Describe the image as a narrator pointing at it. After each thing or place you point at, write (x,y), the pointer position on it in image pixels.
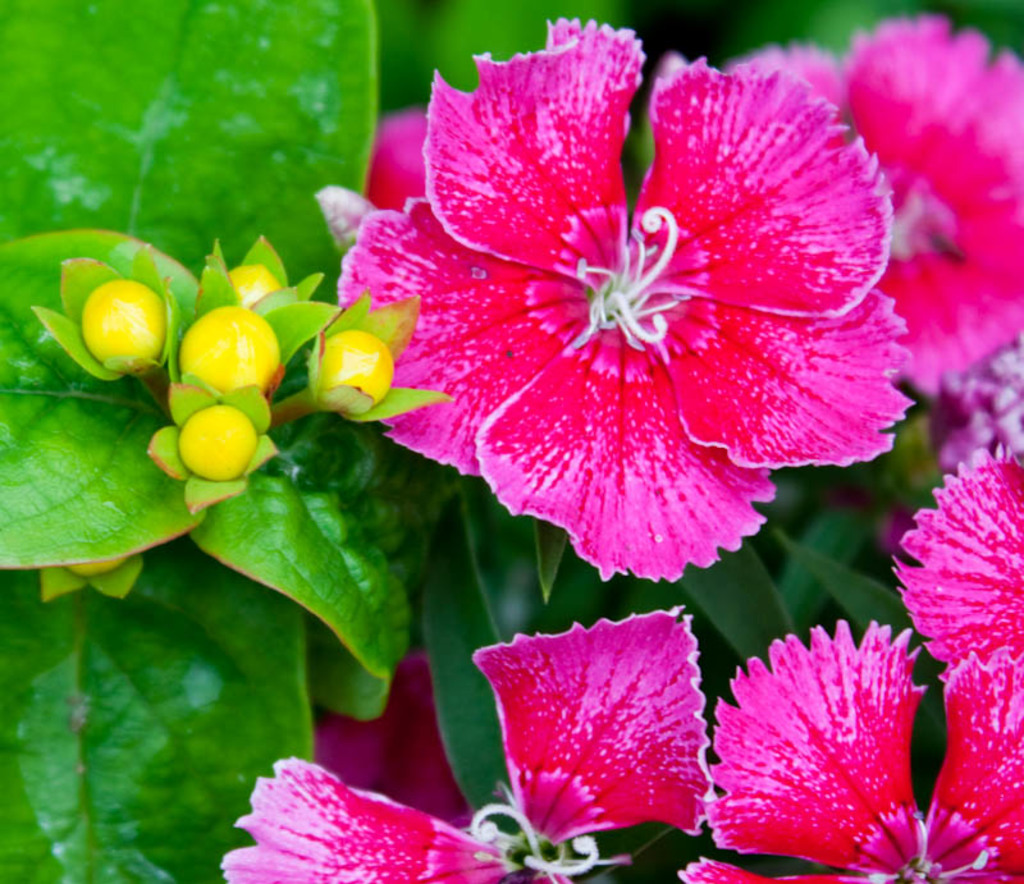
In the image there are pink flowers (628,380) and beside the flowers (979,569) there are leaves (89,739).
